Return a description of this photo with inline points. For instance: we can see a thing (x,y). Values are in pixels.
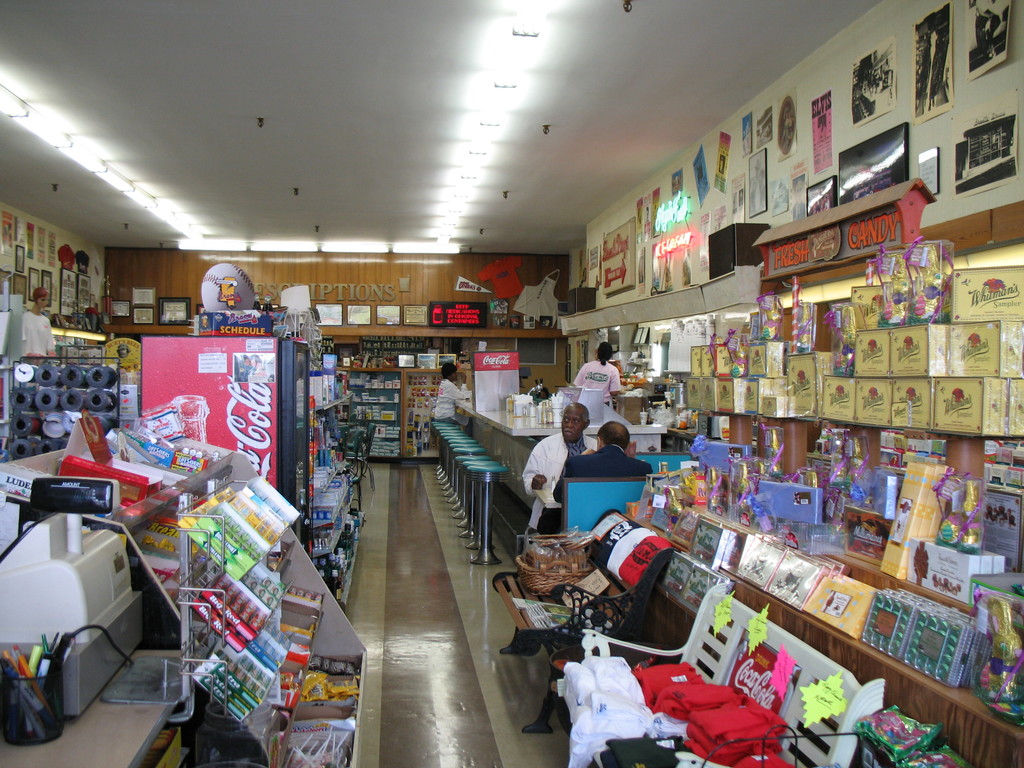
It is an inside view of the store (541,652). Here we can see benches (545,638), some objects (540,625), racks (220,455), machines (8,566), things (294,509), stools (455,445), few people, posters (956,160), wall (544,365). Top of the image (74,158), we can see the lights (462,193). At the bottom (445,660), there is a floor (410,629).
